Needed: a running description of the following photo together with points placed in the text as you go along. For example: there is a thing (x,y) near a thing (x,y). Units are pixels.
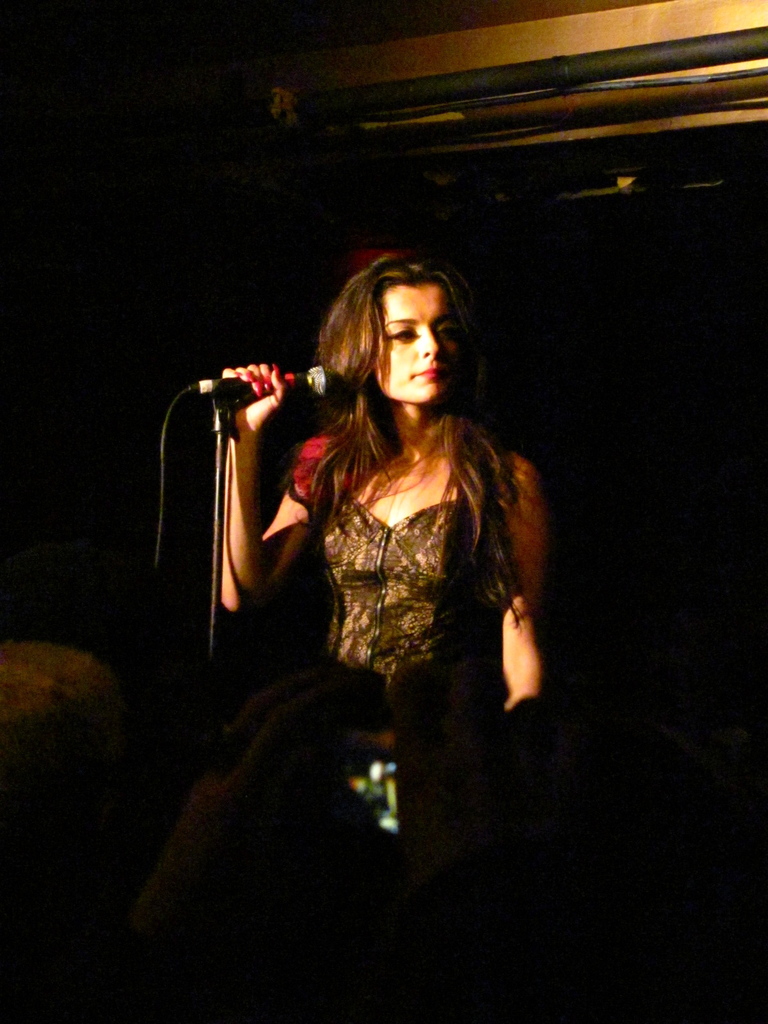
This picture shows a woman (403,442) standing and holding a microphone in her hand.
